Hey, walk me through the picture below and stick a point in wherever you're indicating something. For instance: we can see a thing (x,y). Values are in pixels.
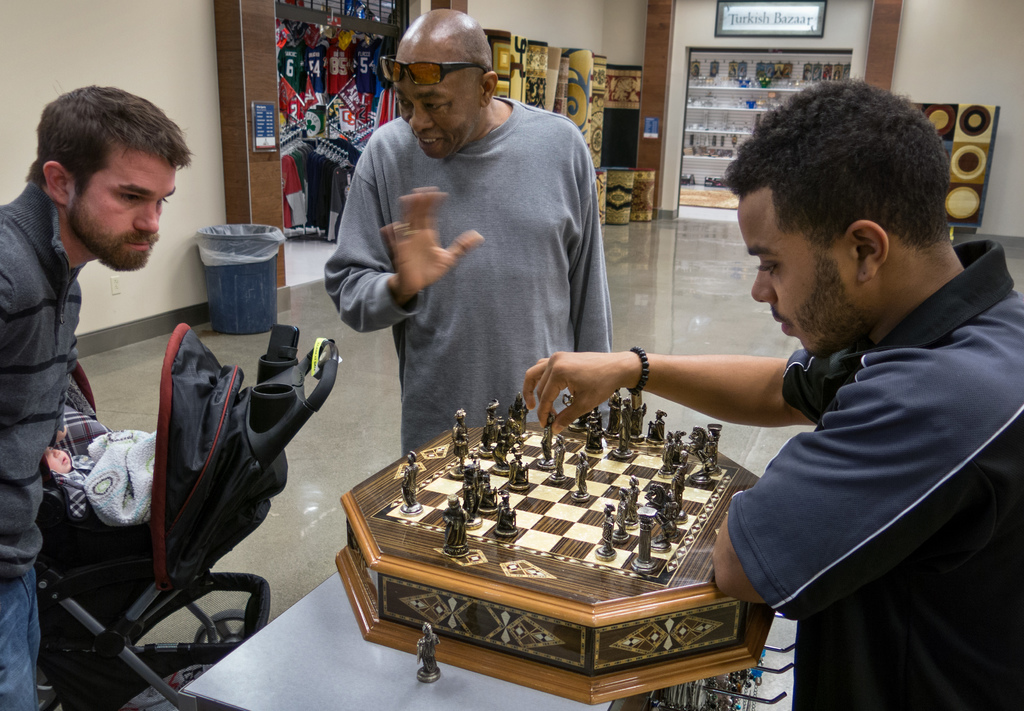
This is a picture inside of a building (752,347) and there are the three persons (30,468) stand middle of the image (432,253) and there are playing a chess (655,543), and right side person (776,466) playing a chess (620,480) and in front of him there is a person (443,262) stand wearing a spectacles (435,64) on his head (454,119), his mouth (424,139) is open and back side of him there is a dustbin (252,249).
